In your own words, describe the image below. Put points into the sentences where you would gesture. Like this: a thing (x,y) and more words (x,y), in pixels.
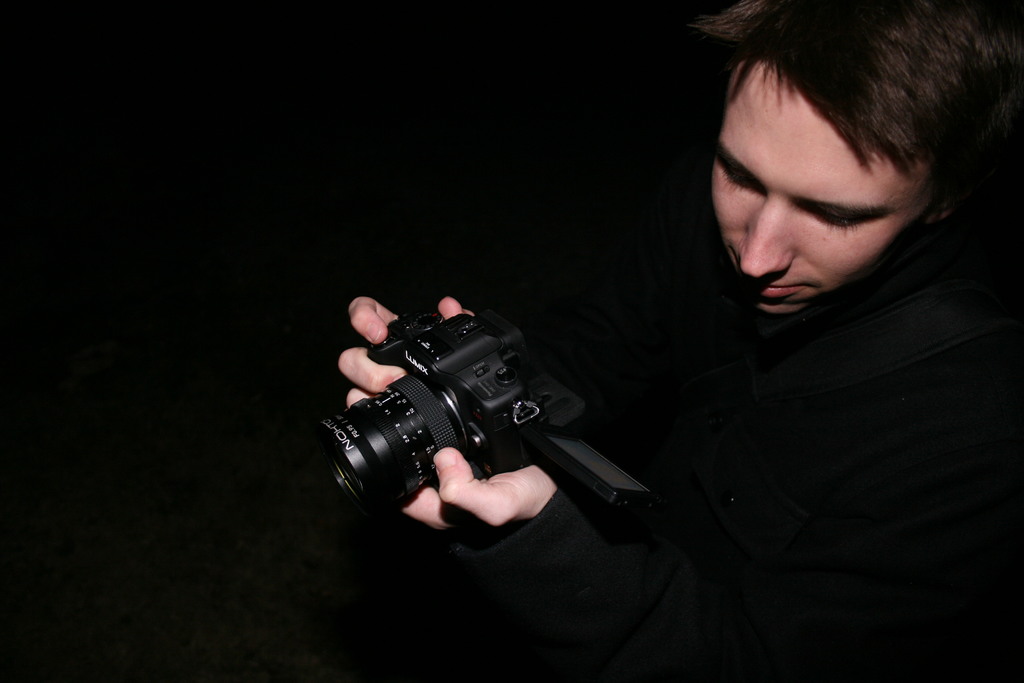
In this picture a man (694,402) is holding a camera (484,387) in his hands (543,477).
